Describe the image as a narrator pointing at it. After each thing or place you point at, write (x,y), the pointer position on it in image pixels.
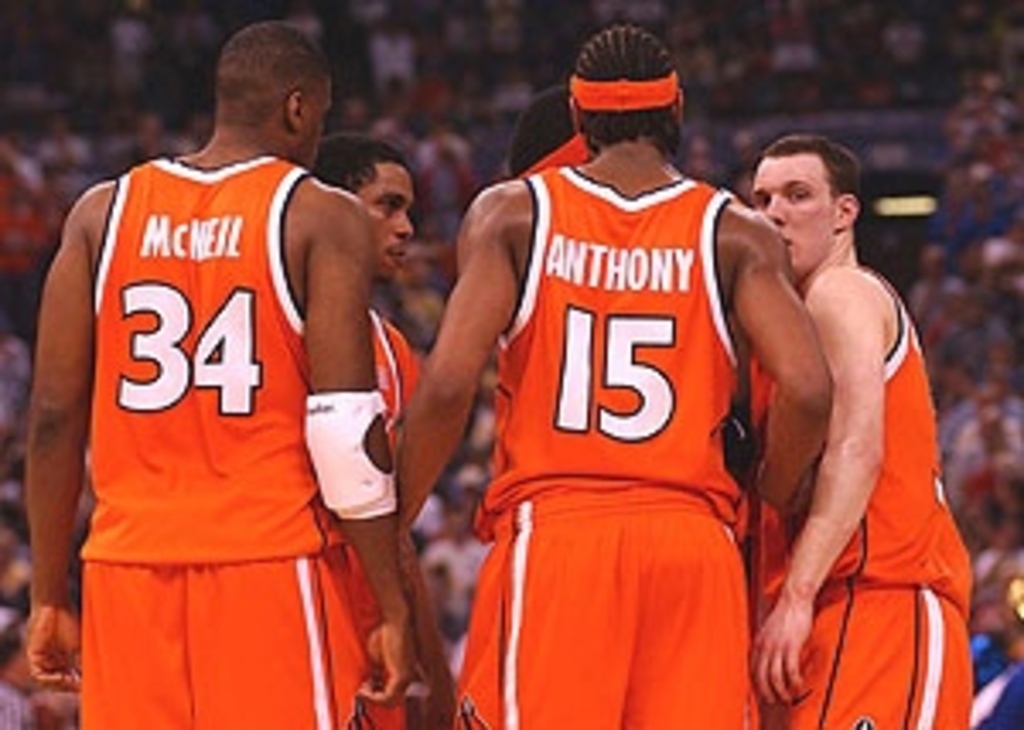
In this picture we can see a group of people (792,448) standing on the ground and in the background (878,23) we can see persons (771,18).
